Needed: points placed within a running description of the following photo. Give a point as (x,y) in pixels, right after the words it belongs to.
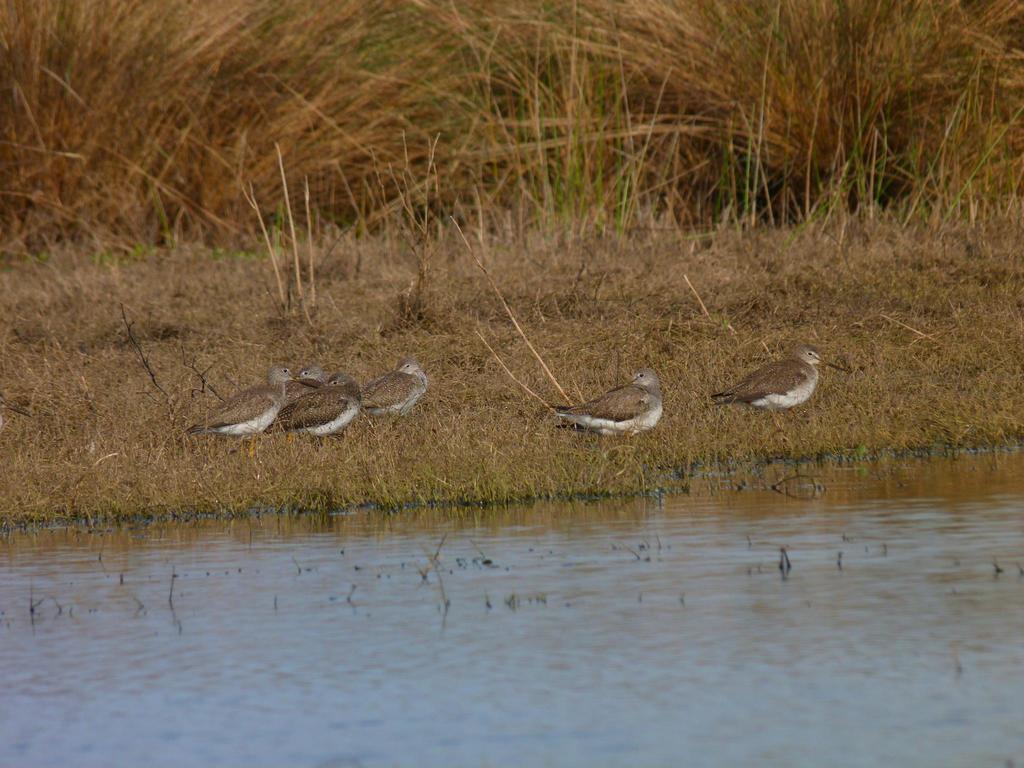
In this picture we can see water (517,581). We can see a few birds (344,413) on the grass (425,313).
